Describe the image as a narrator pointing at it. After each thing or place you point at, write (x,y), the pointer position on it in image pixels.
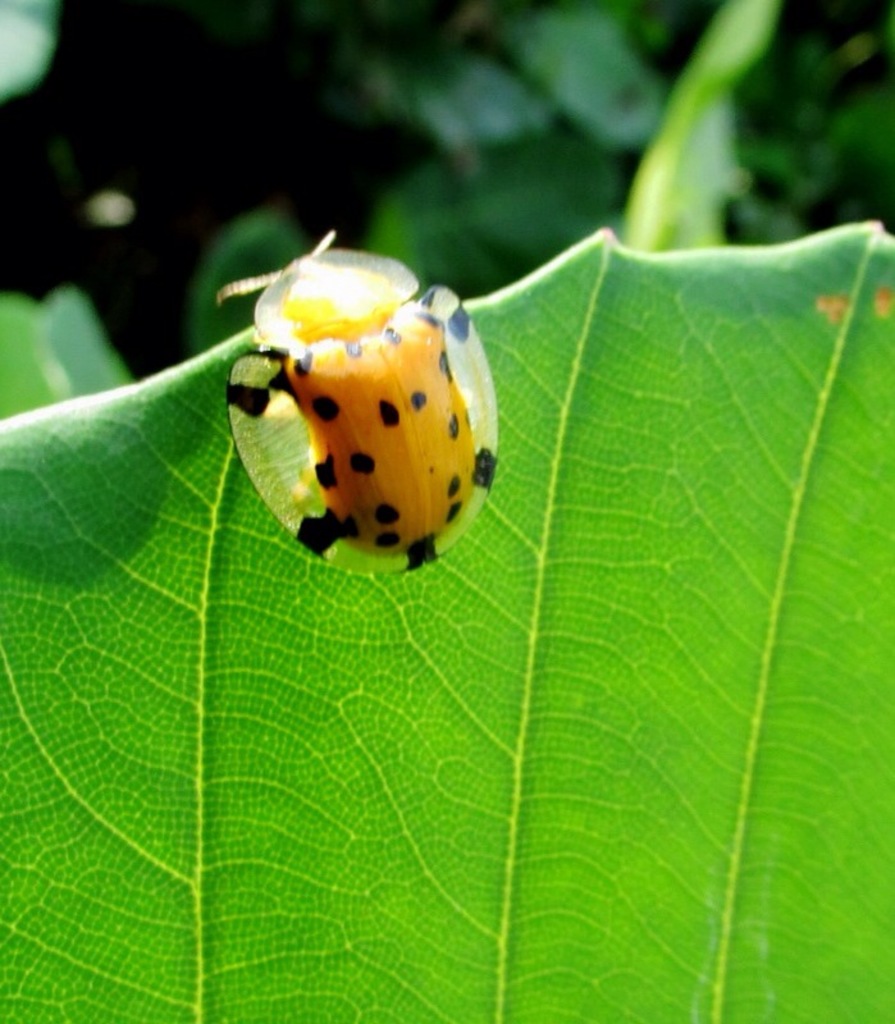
In this image we can see an insect (390,417) sitting on the leaf (716,574). There are few plants (577,180) in the image.
